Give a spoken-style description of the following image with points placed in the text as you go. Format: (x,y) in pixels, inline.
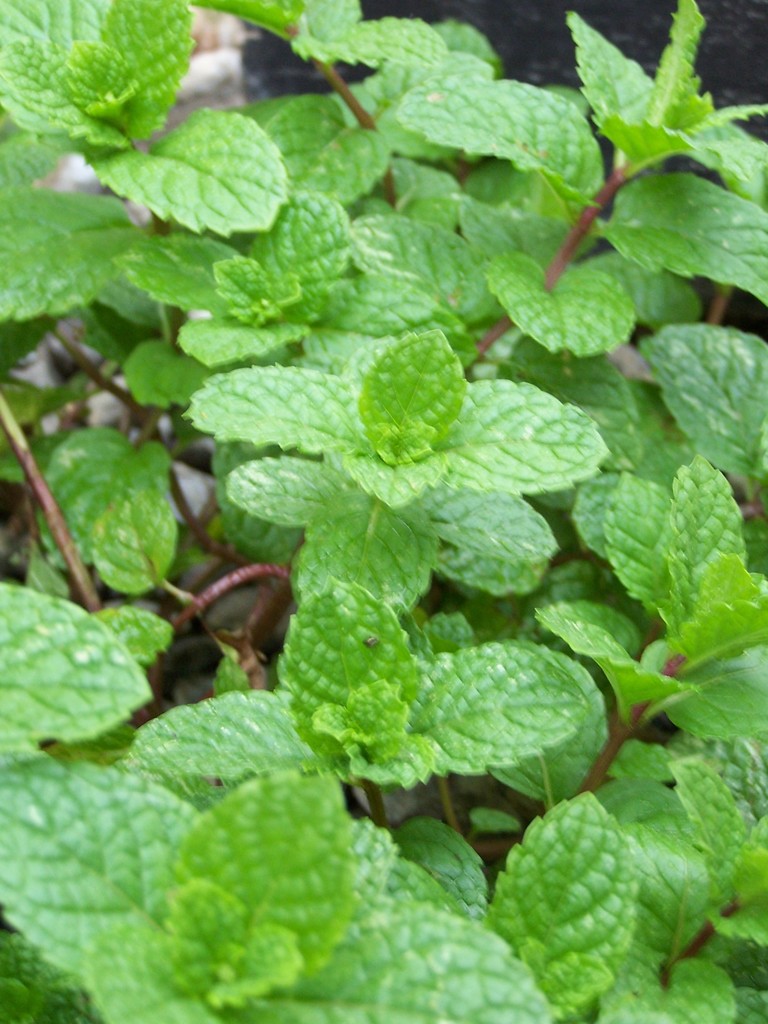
In this image, there are plants (600,197) having green color leaves (145,743). And the background (219,83) is blurred.
